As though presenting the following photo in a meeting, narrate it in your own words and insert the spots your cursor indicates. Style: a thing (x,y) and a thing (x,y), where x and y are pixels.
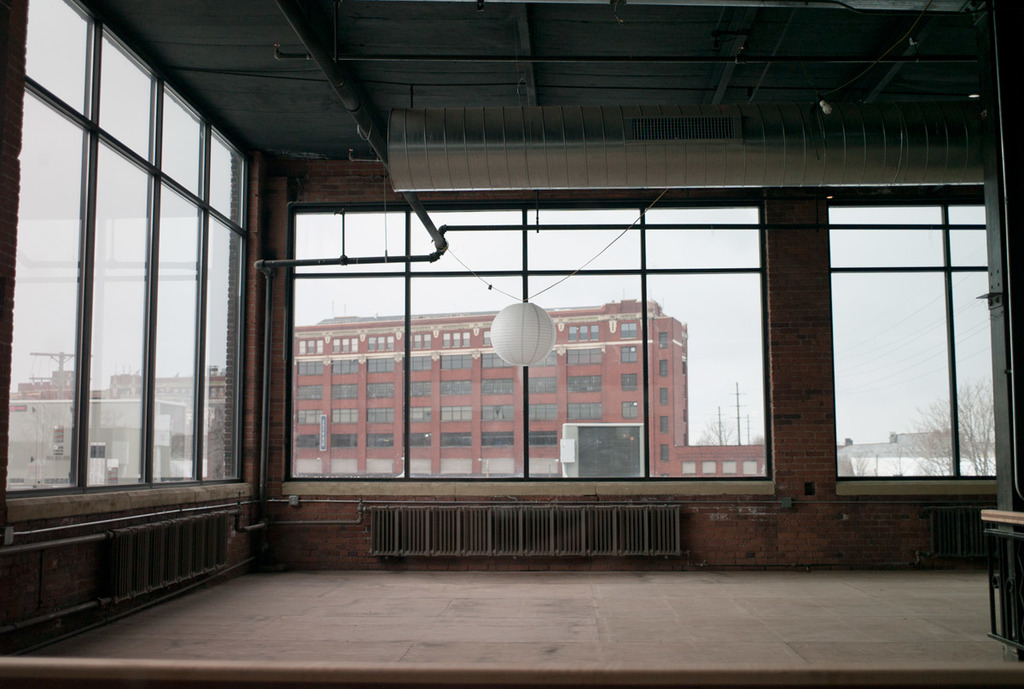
In this picture we can observe a room (514,527). There is a white color sphere (514,329) hanging in this room (370,84). We can observe glass windows (341,387). In the background (342,397) there is a maroon color building (349,402) and some other buildings (119,438). On the right side (930,431) there is a dried tree (970,419). We can observe a sky (745,335) here.
